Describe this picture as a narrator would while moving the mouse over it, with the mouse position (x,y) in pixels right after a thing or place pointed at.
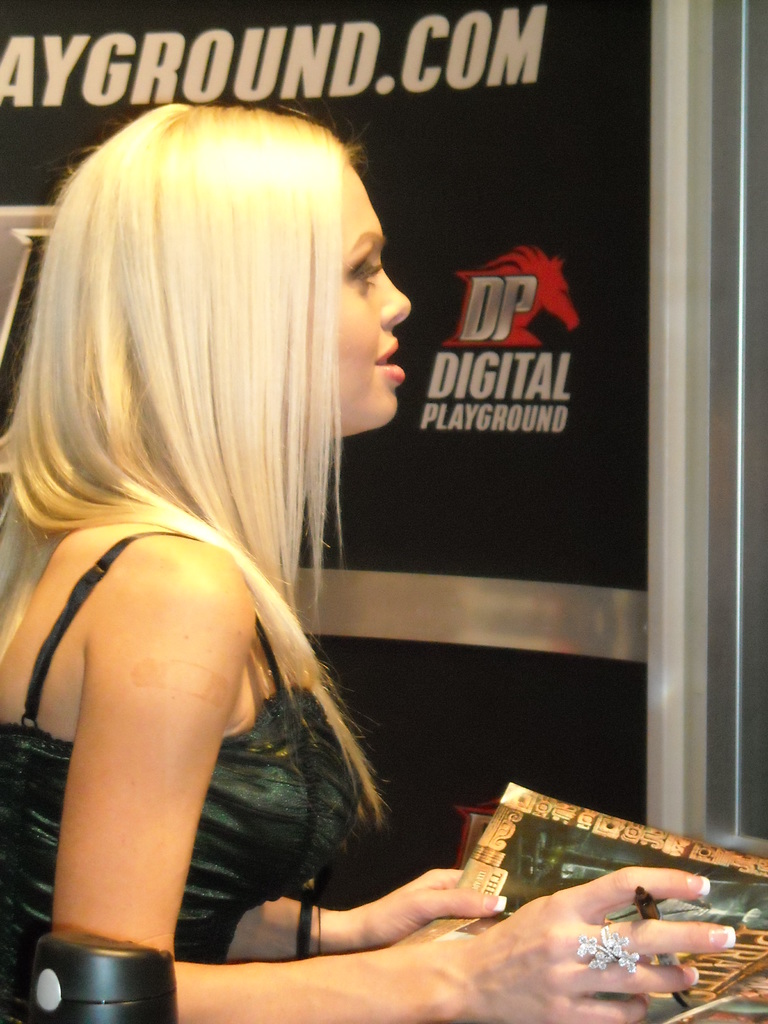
In this image there is a person (624,871), the person (619,902) is holding a pen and paper (527,868), the background of the image (508,159) is darker, playground. com and a DP digital playground is written.
